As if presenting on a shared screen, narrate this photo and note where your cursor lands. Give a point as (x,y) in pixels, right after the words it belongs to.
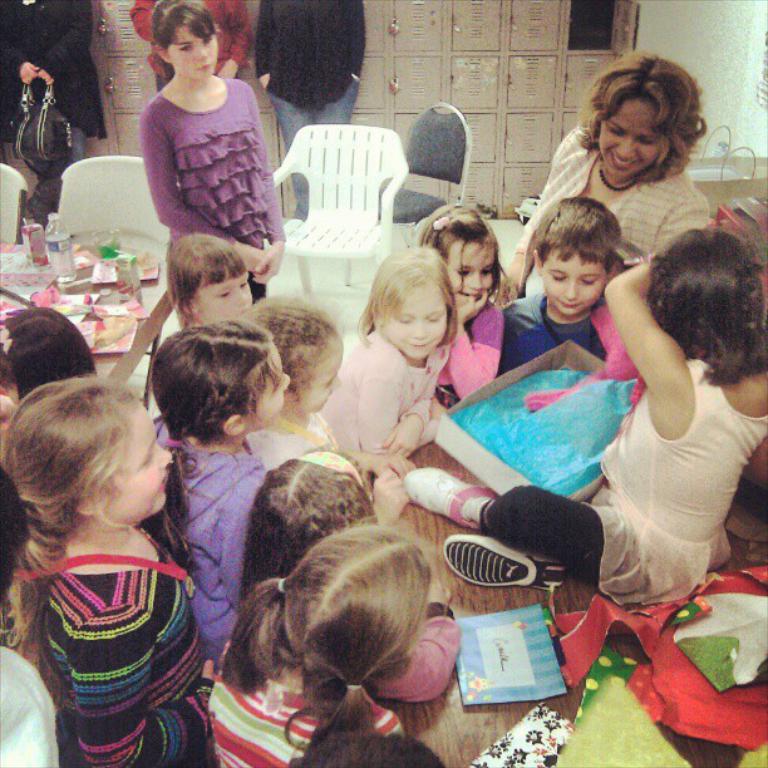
There are so many kids (129,763) standing around the table (675,743) and one kid (730,306) sitting on a table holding box (537,390). Behind them there are two woman (236,146) standing and staring at kids (376,377) and there are few chairs (405,161) and lockers (504,135) in room (479,157).
